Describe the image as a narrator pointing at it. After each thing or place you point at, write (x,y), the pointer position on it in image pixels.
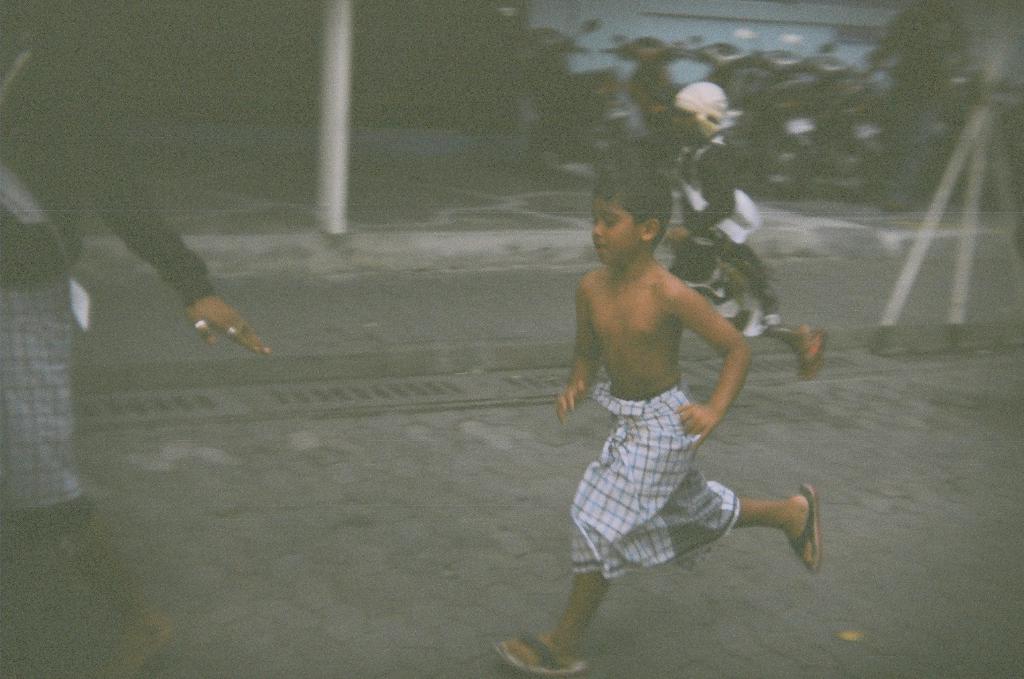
In this image, we can see kids (605,312) running on the road (537,565). There is a person (42,299) on the left side of the image (37,295) wearing clothes (59,412). There are some scooters (860,77) in the top right of the image (839,100). There is a pole (329,67) at the top of the image (344,69).
